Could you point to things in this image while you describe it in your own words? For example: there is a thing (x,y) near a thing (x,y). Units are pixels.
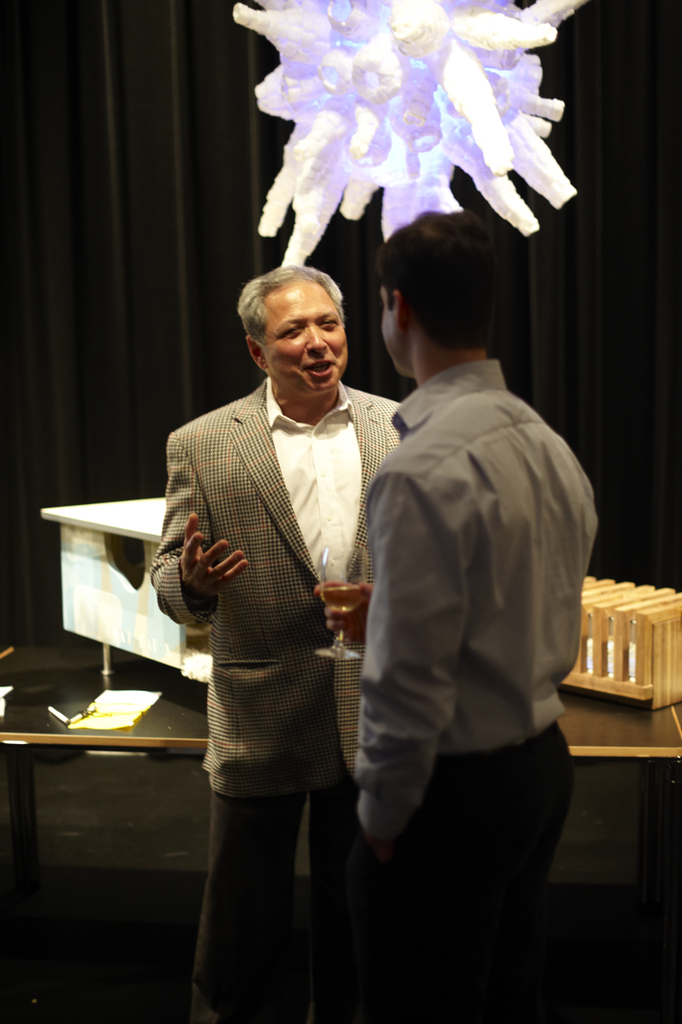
In this picture, In the middle (439,624) there are two persons (428,542) standing and one person (340,621) is holding a glass (334,607), In the background (209,248) there is a black color curtain (210,237) and in the top (270,107) there is a white color object (356,118) hanging.
